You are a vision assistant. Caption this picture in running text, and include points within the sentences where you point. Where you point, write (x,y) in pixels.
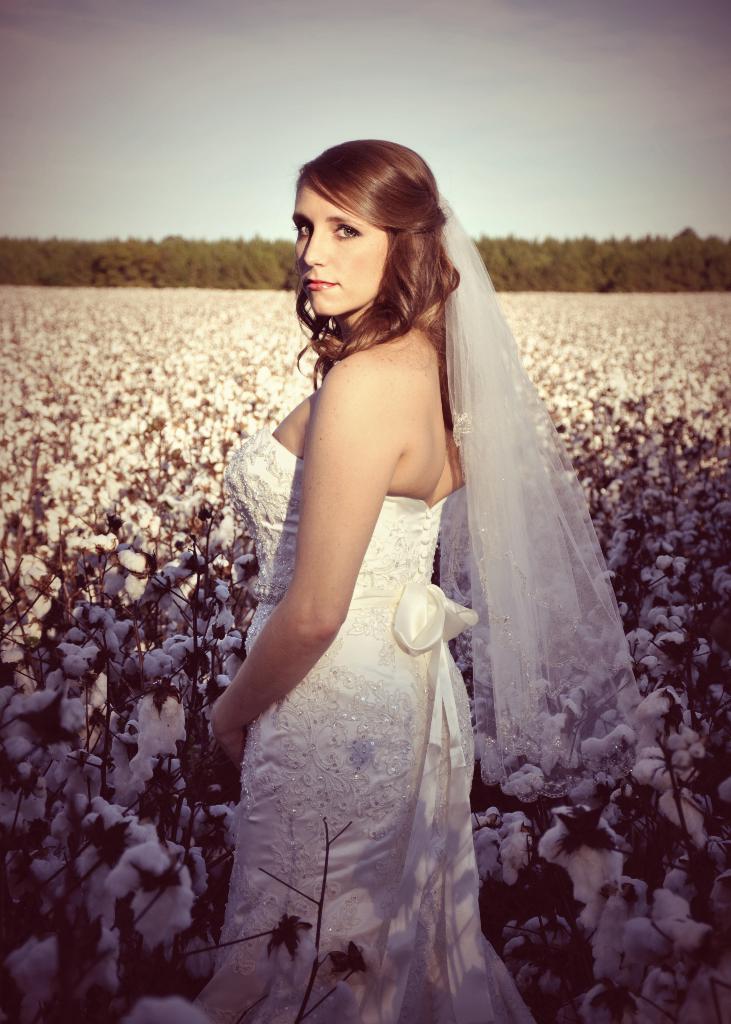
In this image there is a woman (386,609) standing in the front (374,666) wearing a white colour dress (333,728). In the background (178,435) there are flowers (167,371) and there are trees (153,243).
